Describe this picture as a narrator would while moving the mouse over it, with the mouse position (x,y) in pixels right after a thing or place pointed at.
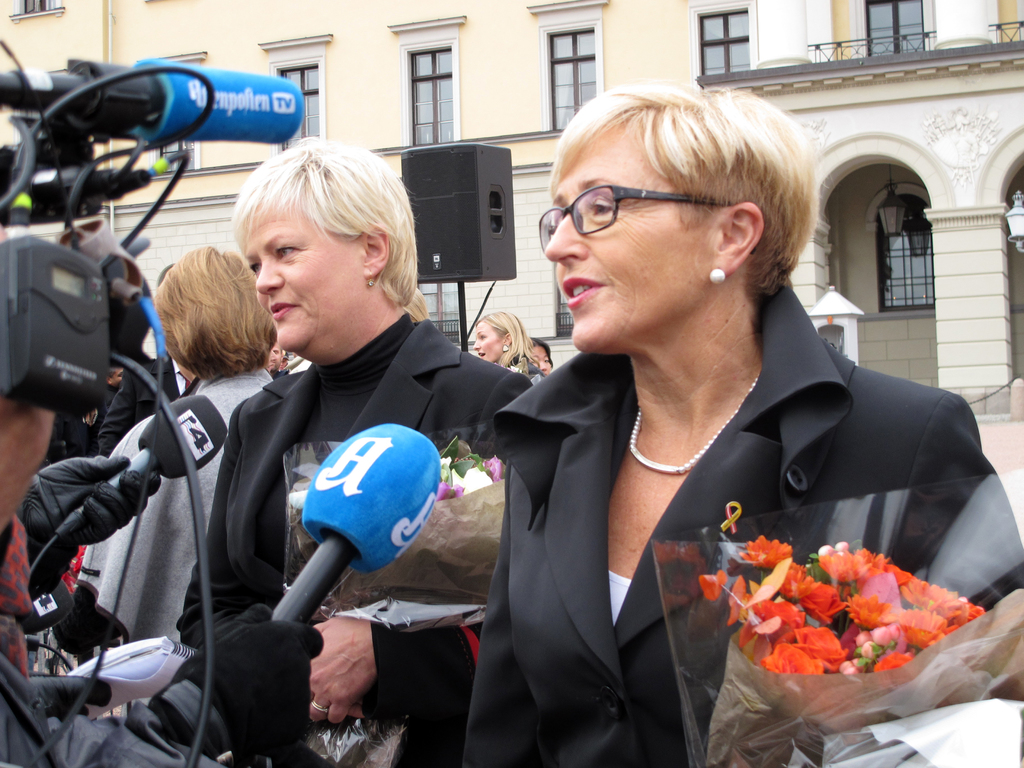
In this image there are two women (383,411) standing and holding bouquets (418,594) in their hands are addressing the media (352,543), behind them there are a few other women (419,306), a speaker (478,205) and a building (846,173).
